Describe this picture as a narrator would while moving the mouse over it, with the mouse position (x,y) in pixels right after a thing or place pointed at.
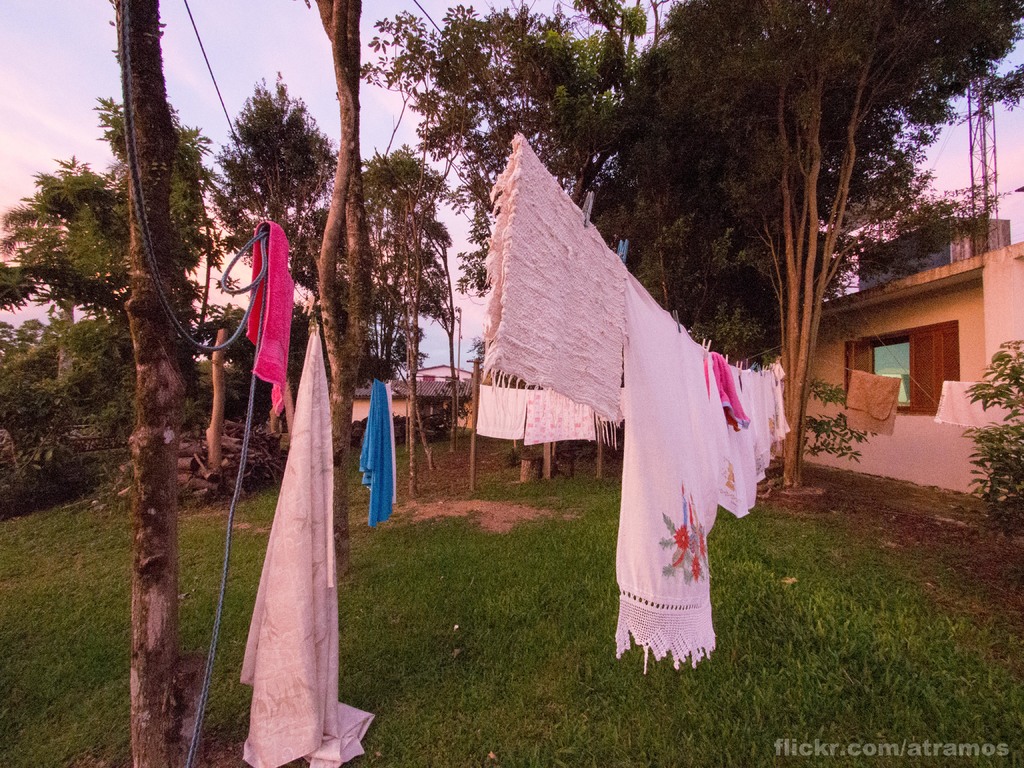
There are clothes (510,209) on the ropes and grassland (63,596) in the foreground area of the image (270,523), there are trees (663,255), houses (1000,312) and the sky (221,140) in the background (737,209).
